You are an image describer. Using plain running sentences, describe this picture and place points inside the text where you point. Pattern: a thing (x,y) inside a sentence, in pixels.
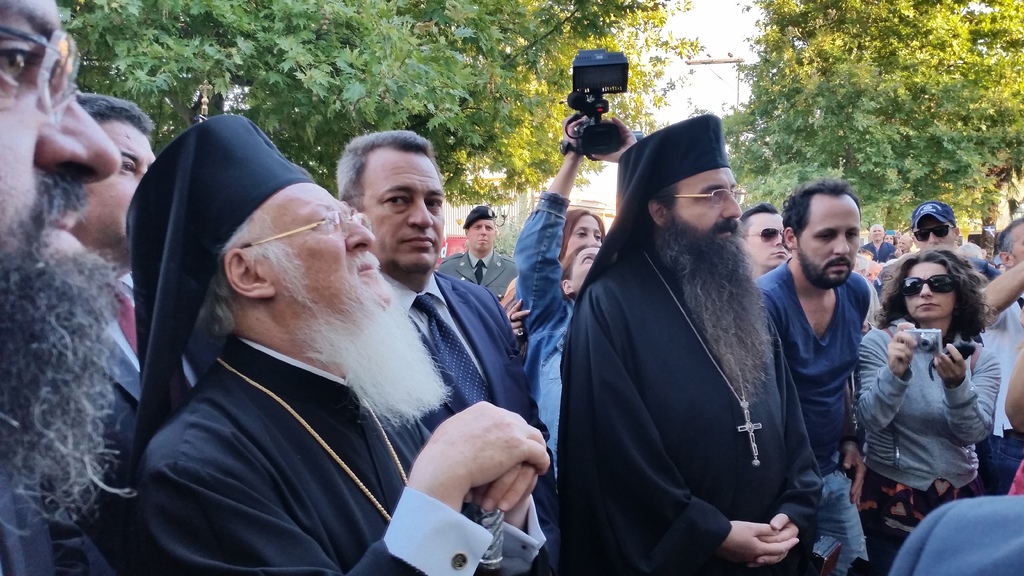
This image is taken outdoors. In the background (427,53) there are a few trees (634,68) and there is a street light (740,65). In the middle of the image (625,196) many people (223,247) are standing on the road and a few (934,308) are holding cameras (600,94) in their hands (951,384) to click pictures.
